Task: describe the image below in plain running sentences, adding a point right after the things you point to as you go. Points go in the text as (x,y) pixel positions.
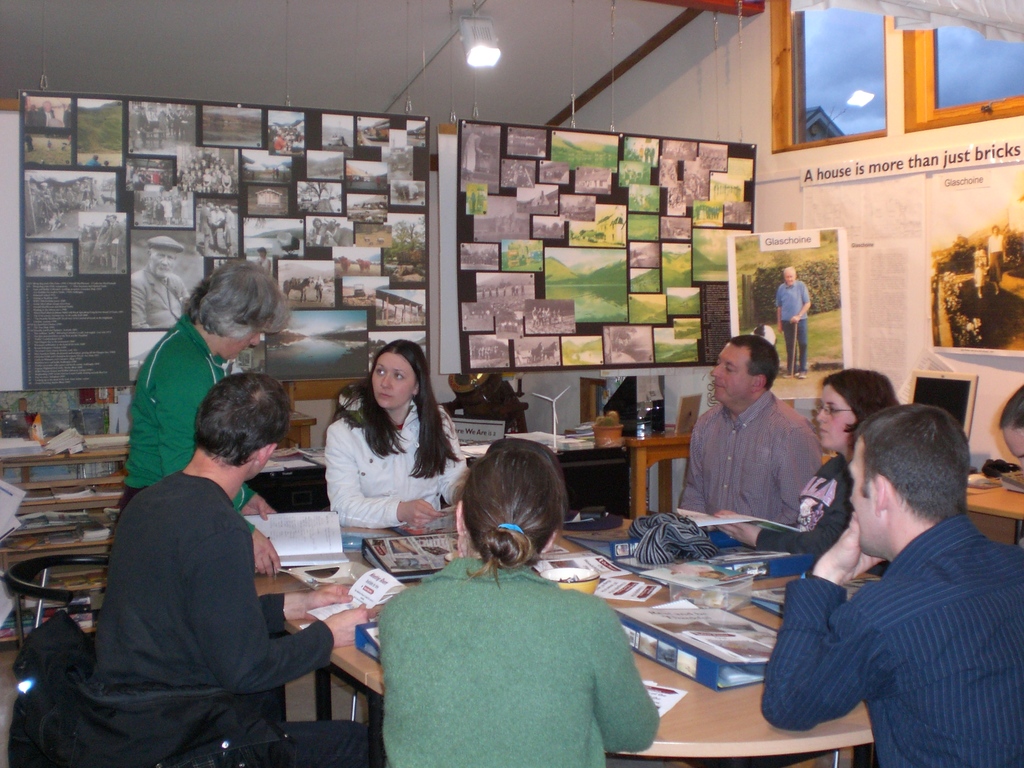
In this image there are a few people (352,419) sitting on their chairs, in front of them there is a table (638,576) with some stuff (676,523) on it. In the background (578,302) there are a few photos (295,229) and posters (321,229) are attached to the boards (338,292) and there are few books (47,537), Papers (68,516) and a few other objects (85,522) are arranged in a rack (25,476). At the top of the image (556,62) there is a ceiling (581,54).
